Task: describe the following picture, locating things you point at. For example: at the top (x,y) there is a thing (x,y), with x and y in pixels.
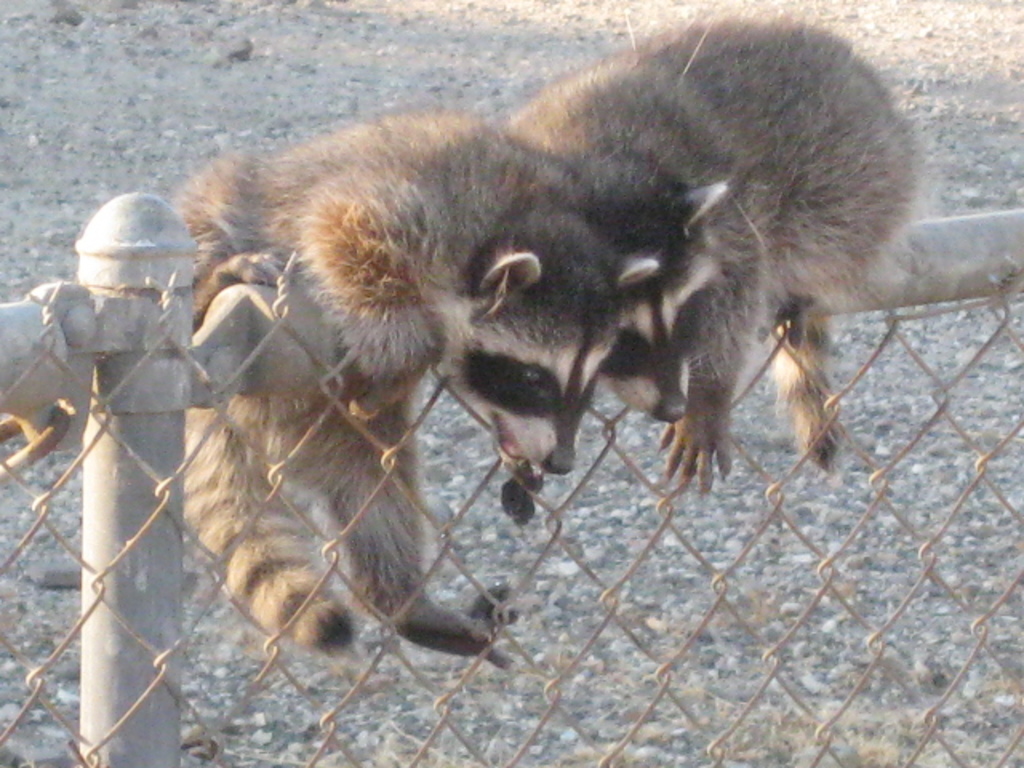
In this picture there is a boundary (995,263) in the center of the image (495,314), on which there are two Raccoons (657,288).
